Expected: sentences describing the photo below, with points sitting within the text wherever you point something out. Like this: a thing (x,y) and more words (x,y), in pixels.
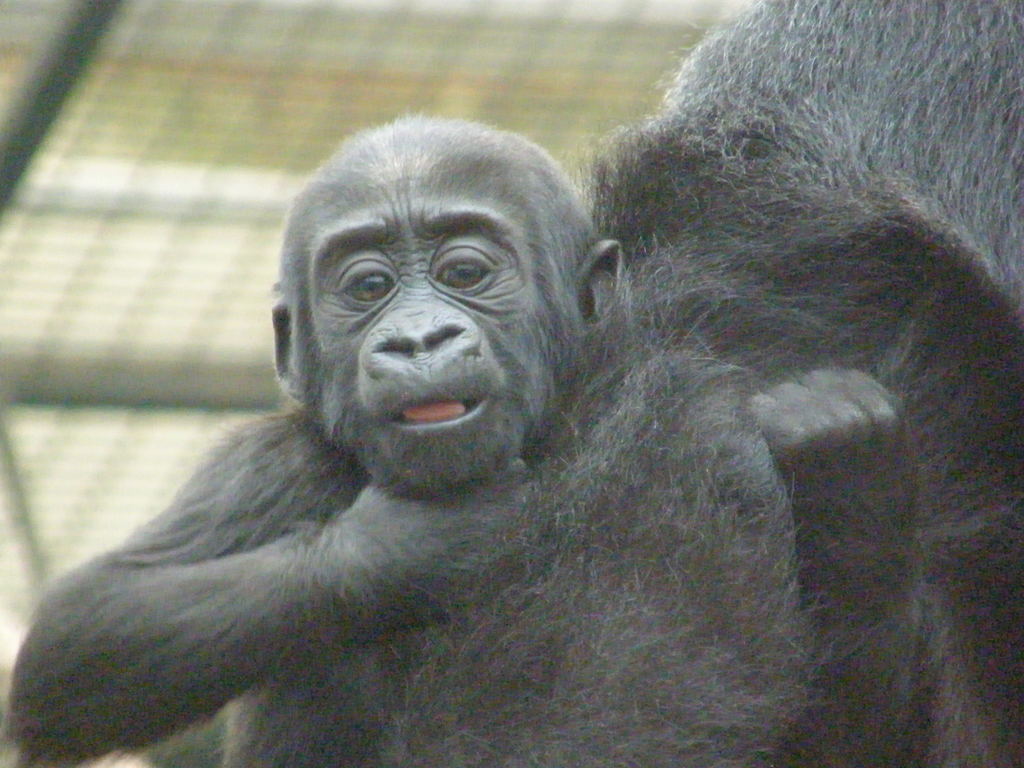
In this image there are two gorillas (676,510). At the back (126,209) there is a fence (129,192).
